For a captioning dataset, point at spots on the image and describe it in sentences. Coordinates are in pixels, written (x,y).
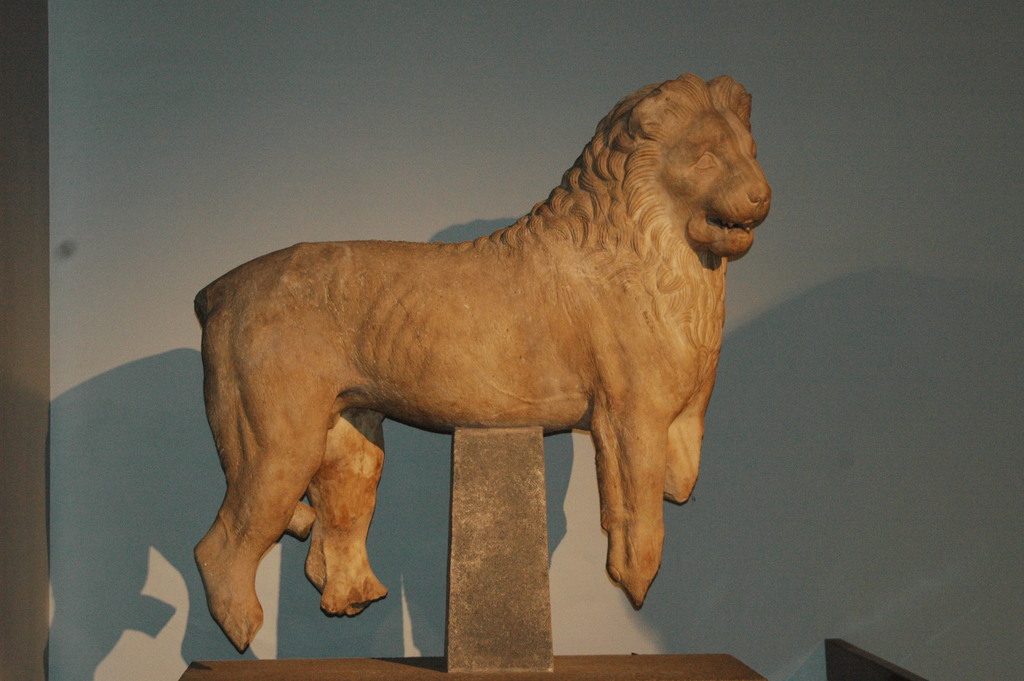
In this image I can see the statue of the animal (471,314) which is in brown color. In the back (436,225) I can see the blue-gray wall (418,157).
